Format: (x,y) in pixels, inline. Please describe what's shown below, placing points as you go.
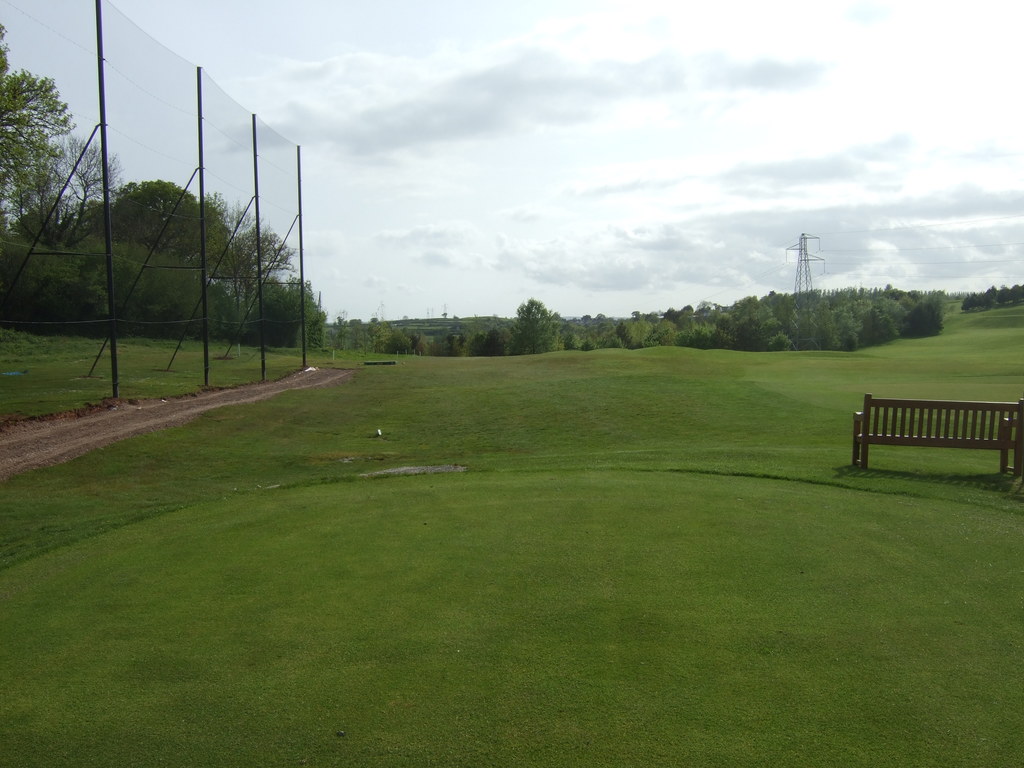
In this picture I can see a bench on the grass (338,397), there is fence (183,145), there is an electricity pylon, there are trees (803,338), and in the background (622,95) there is sky (647,130).
